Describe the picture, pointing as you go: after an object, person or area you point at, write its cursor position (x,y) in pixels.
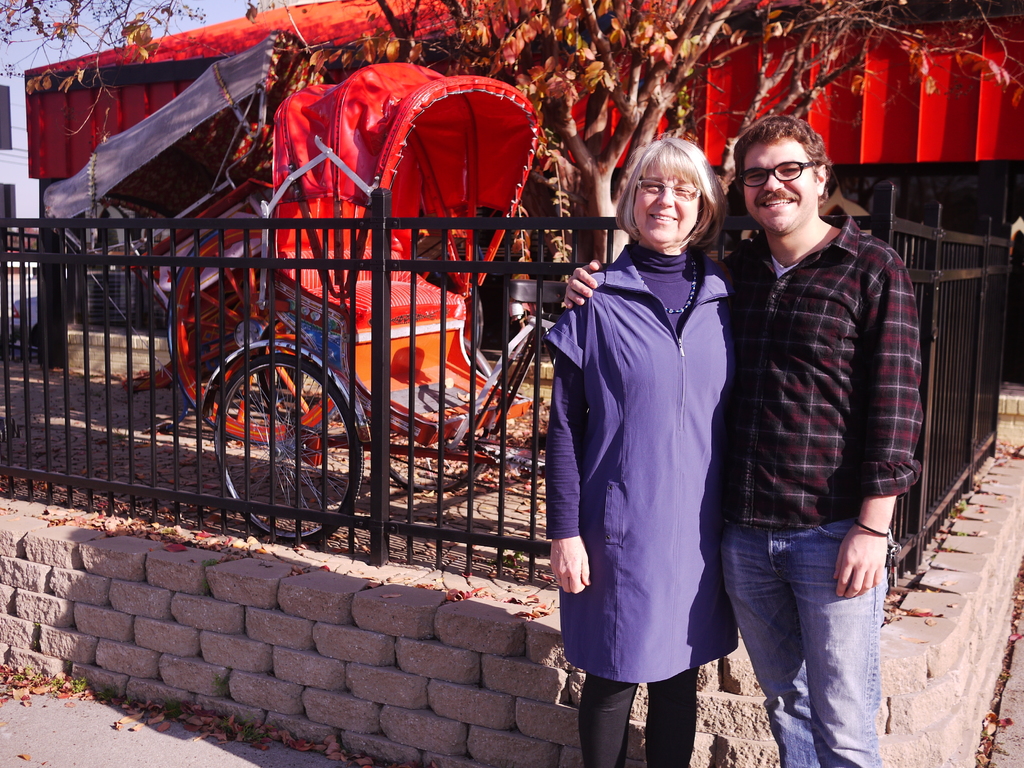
On the right side of the image (751,471) we can see two persons (751,471) are standing and they are smiling, which we can see on their faces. And they are wearing glasses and they are in different costumes (815,335). In the background (127,68), we can see the sky (12,97), one building (717,93), tent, one colorful rickshaw (362,320), tree (748,120), vehicle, dry leaves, fences (936,288) and a few other objects (251,604).
